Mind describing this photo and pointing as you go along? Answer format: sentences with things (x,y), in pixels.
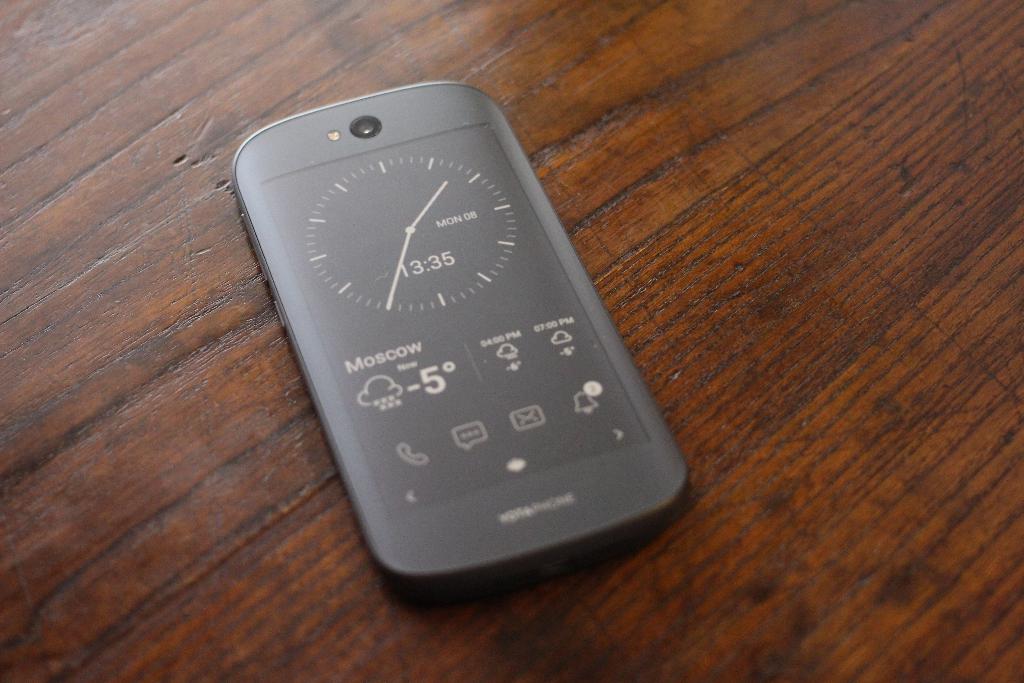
In this image there is a mobile phone (604,474) kept on the table (809,474).
